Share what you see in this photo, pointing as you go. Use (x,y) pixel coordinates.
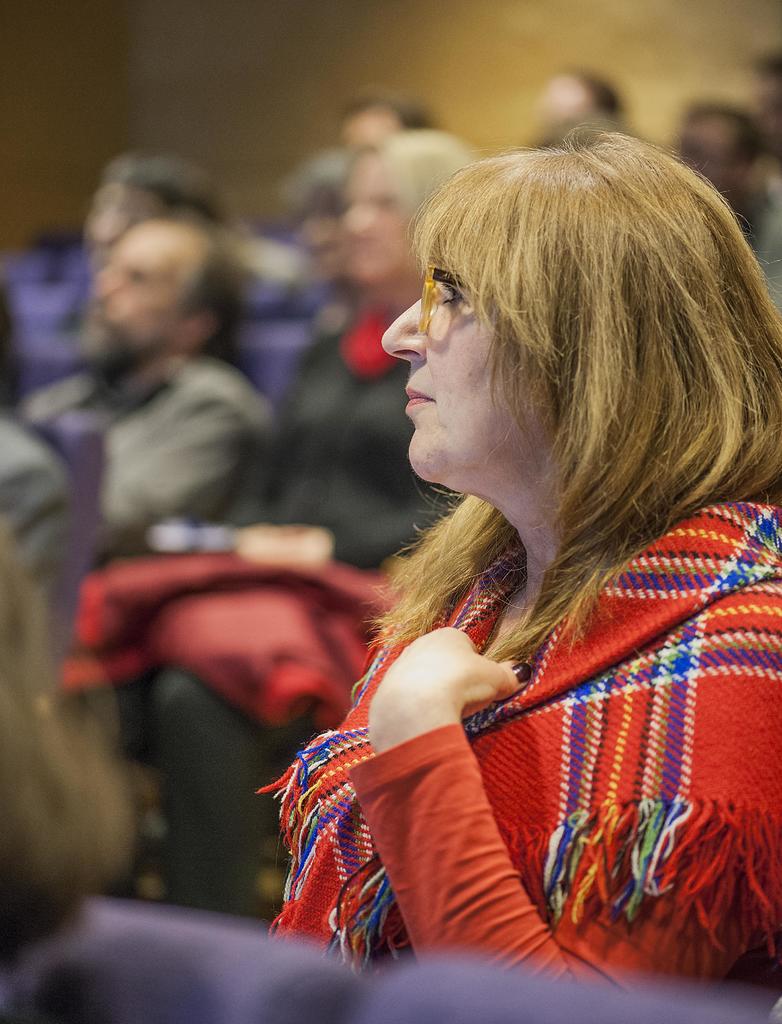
There is a woman (501,427) sitting and wore spectacle (425,294). In the background (121,472) we can see people (118,438) and it is blurry.
